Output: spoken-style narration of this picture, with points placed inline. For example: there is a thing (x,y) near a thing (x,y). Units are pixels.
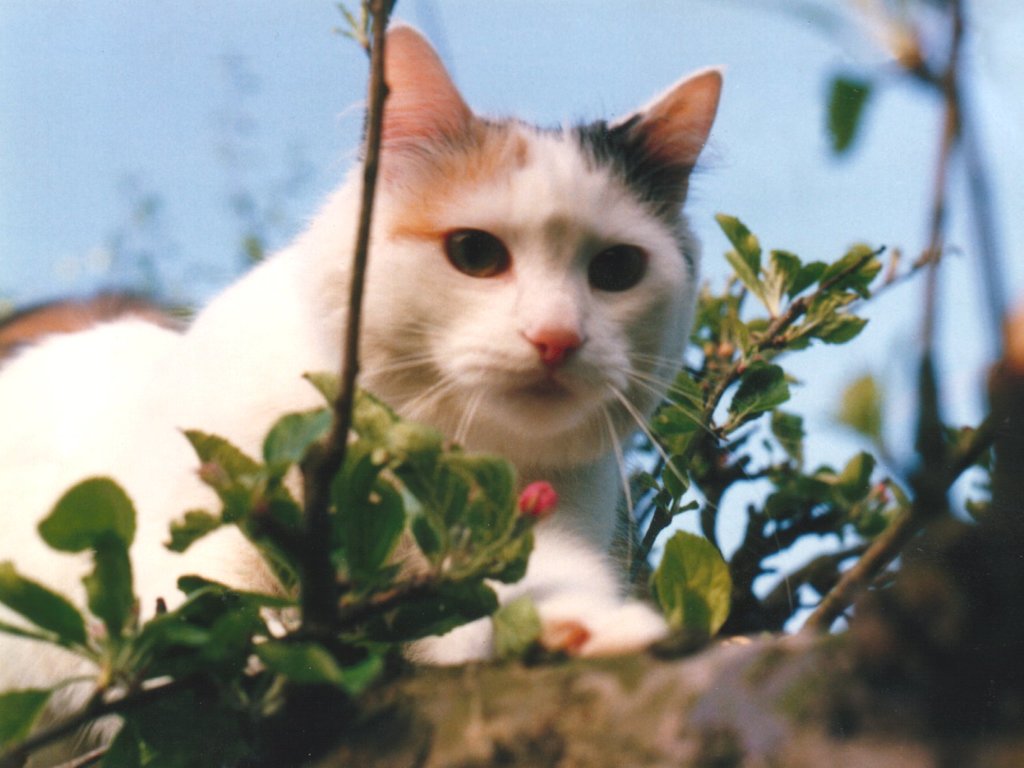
In this picture we can see a cat (545,199). There is a branch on the right side (948,450). We can see a few plants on the right side (859,112). Sky (155,122) is blue in color.
